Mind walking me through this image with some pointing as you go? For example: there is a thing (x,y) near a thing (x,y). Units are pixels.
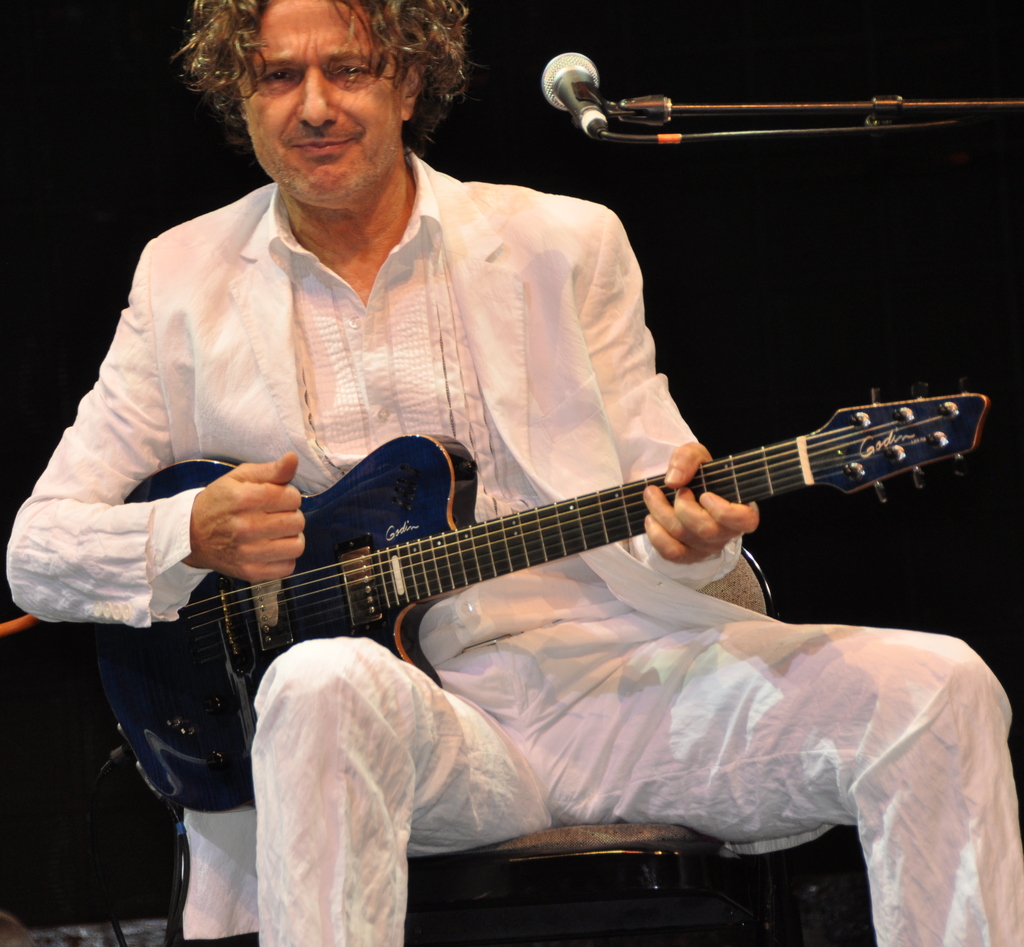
there is a person (254,408) sitting and holding a guitar (408,565) and smiling near a micro phone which is present beside him.
